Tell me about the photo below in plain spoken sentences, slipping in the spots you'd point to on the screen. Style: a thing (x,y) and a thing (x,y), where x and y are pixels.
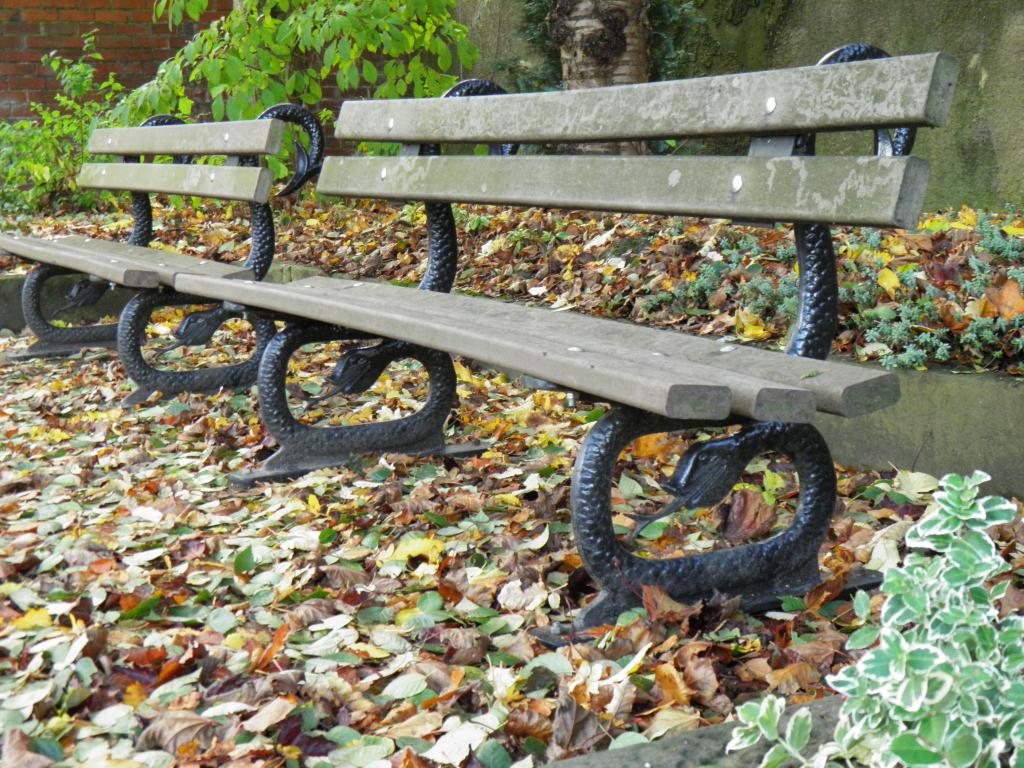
In this image I can see the benches (512,321) on the ground (340,583). In the background (281,73), I can see the wall (133,40) and the plants (326,67).
